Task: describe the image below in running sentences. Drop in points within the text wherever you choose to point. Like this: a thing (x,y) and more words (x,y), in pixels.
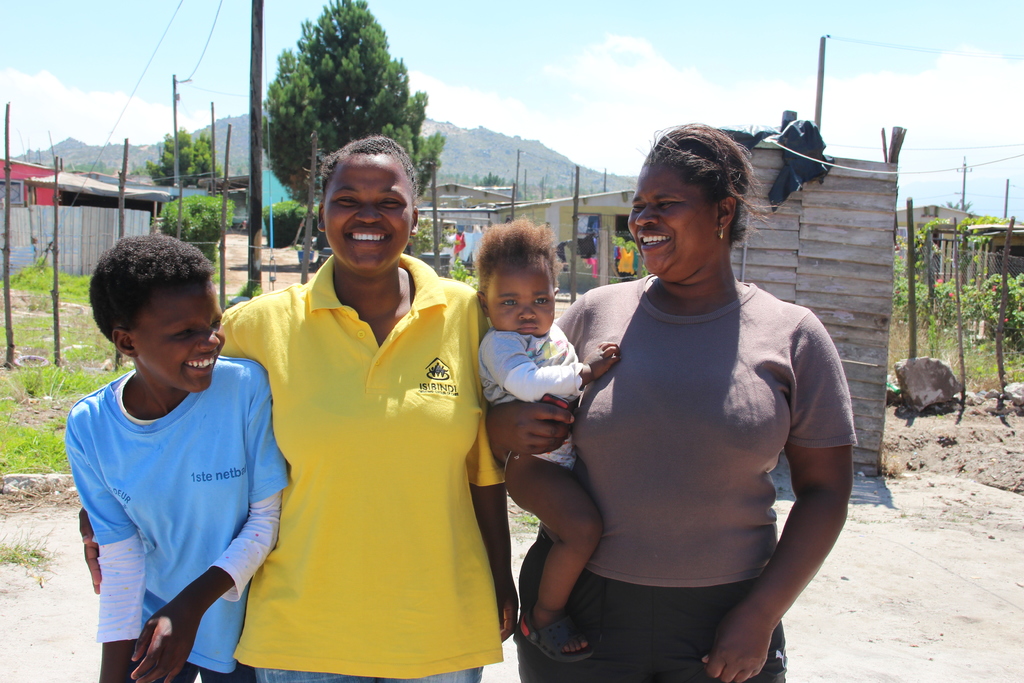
In this image we can see people (394,522) standing on the ground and one of them is holding a baby (532,459) in the hands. In the background (151,199) there are sheds (140,206), bamboo sticks (1000,381), grass (62,321), stones (949,373), clothes (622,253) hanged to the ropes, hills (522,171), electric poles (177,123), electric cables (874,41) and sky (502,66) with clouds (89,117).
